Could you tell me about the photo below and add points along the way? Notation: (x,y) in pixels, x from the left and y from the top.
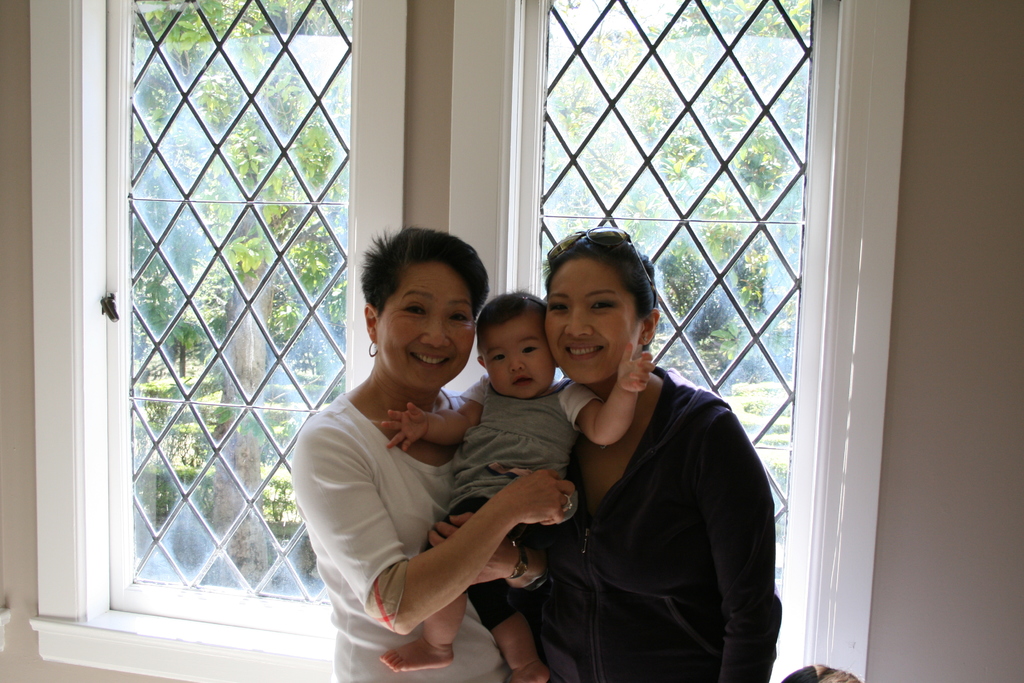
In this image we can see there are two persons (381,412) standing and holding a kid (510,398). In the background (254,151), we can see the windows (357,138) with grilles (268,232), through the windows (316,192) we can see the trees (280,235).
